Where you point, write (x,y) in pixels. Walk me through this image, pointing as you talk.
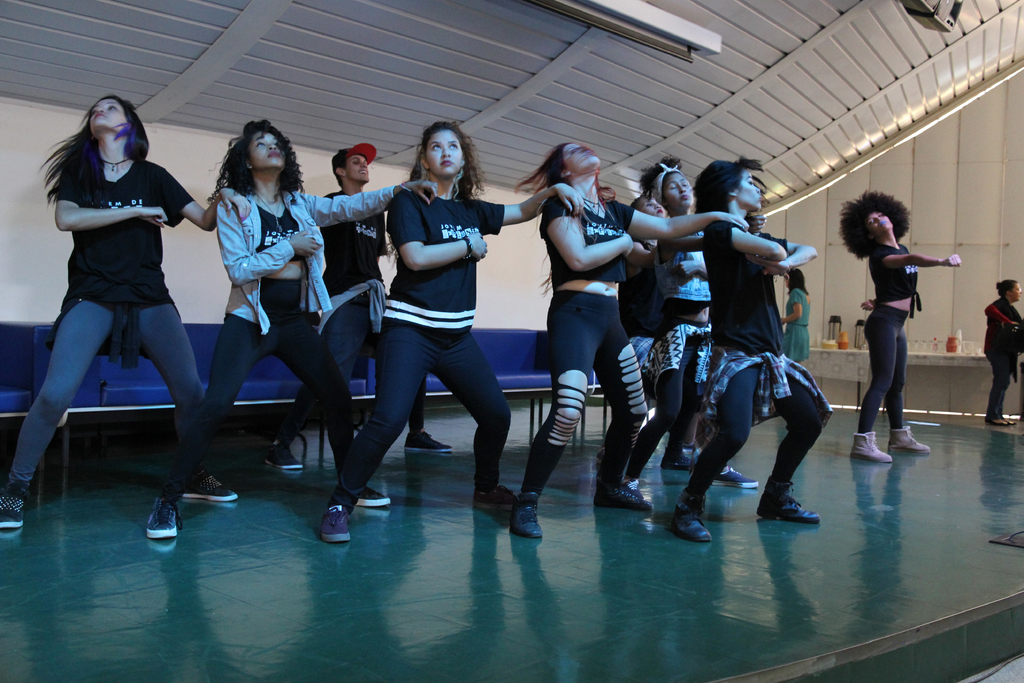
In the center of the image (451,333) we can see ladies (765,405) dancing on the floor (502,563). In the background (253,395) there is a sofa (535,355) and we can see a wall (204,172).
